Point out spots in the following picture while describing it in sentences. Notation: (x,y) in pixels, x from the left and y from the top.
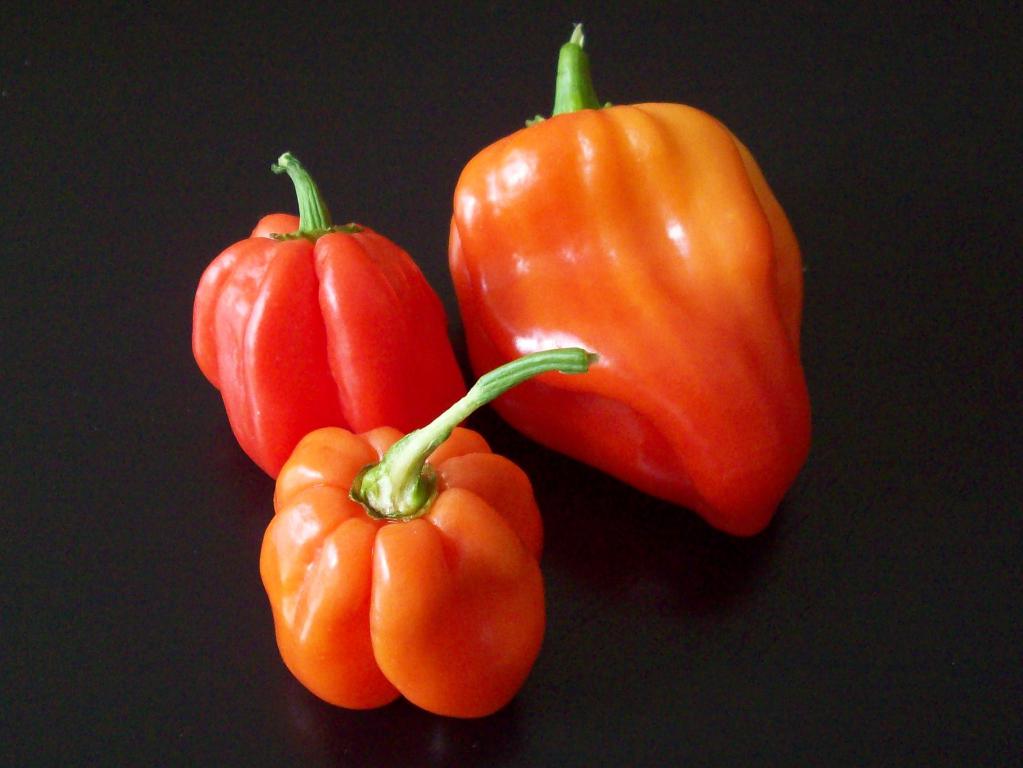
In the foreground of this image (457,213), there are capsicums (411,424) on the surface (654,692).
